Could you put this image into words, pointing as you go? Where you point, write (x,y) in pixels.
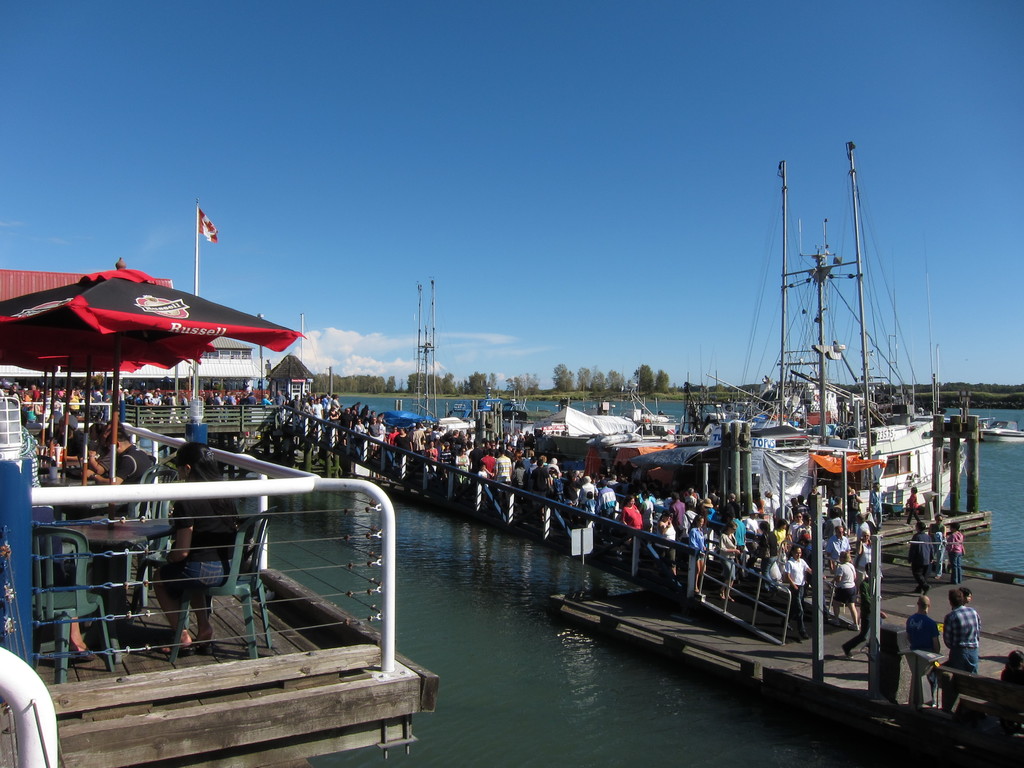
In this image we can see persons (523,477), bridge (629,559), water (466,574), ships (888,437), chairs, tents (134,356), buildings (56,285), trees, sky (691,345) and clouds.
